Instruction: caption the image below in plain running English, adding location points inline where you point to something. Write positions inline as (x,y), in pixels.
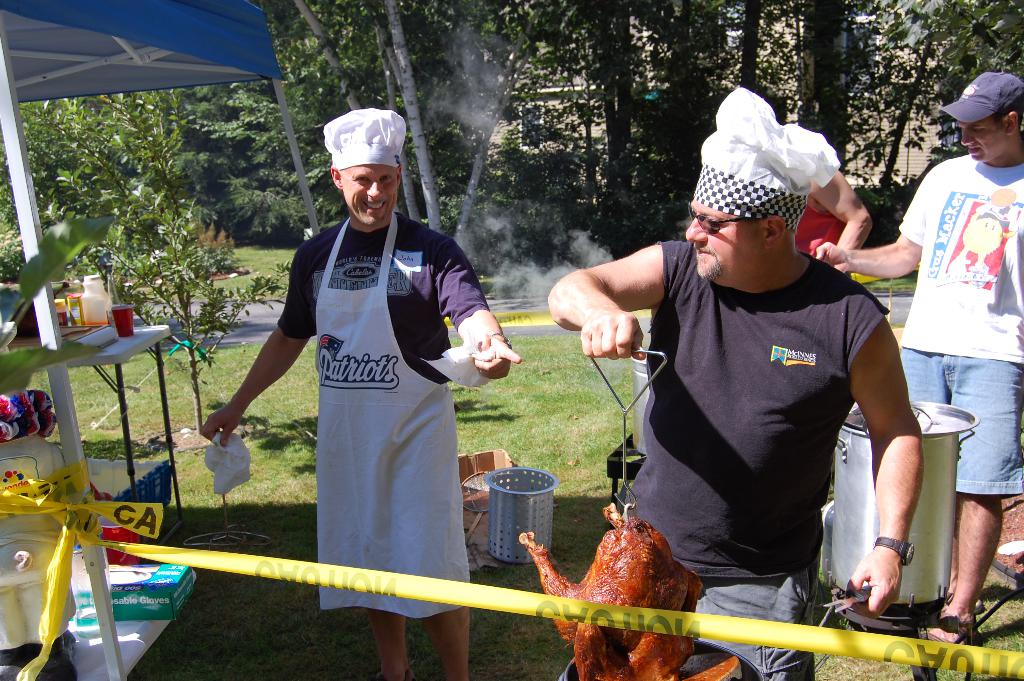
At the right side of the image (711,538) there is a man (678,500) in black t-shirt (731,432) is standing and there is a white cap (730,181) on his head (730,227) and he is holding the meat (643,578). Behind him there are few people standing and also there are few vessels (842,506) on the ground (87,370). At the left side of the image (337,558) there is a man (461,629) with an apron (412,397) is standing. At the left corner (253,42) there are tables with few items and also there is a blue tent (186,44). In the background (131,287) there are trees (225,99).
